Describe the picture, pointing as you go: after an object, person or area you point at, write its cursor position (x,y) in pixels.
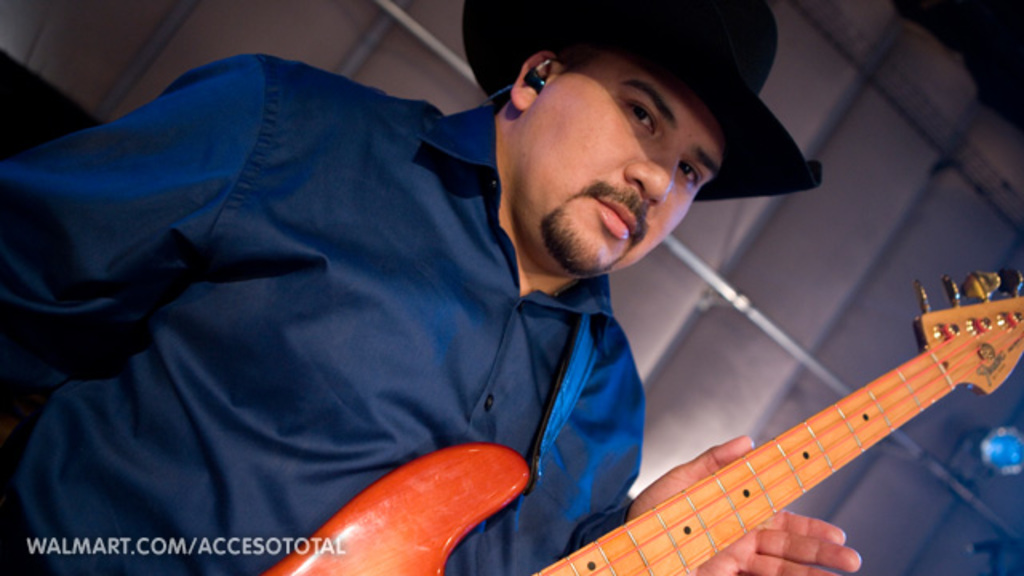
In front of the image there is a person (538,532) holding the guitar (765,444). Behind him there is a metal rod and some object (1006,561). There is some text (53,541) at the bottom of the image (103,544).
